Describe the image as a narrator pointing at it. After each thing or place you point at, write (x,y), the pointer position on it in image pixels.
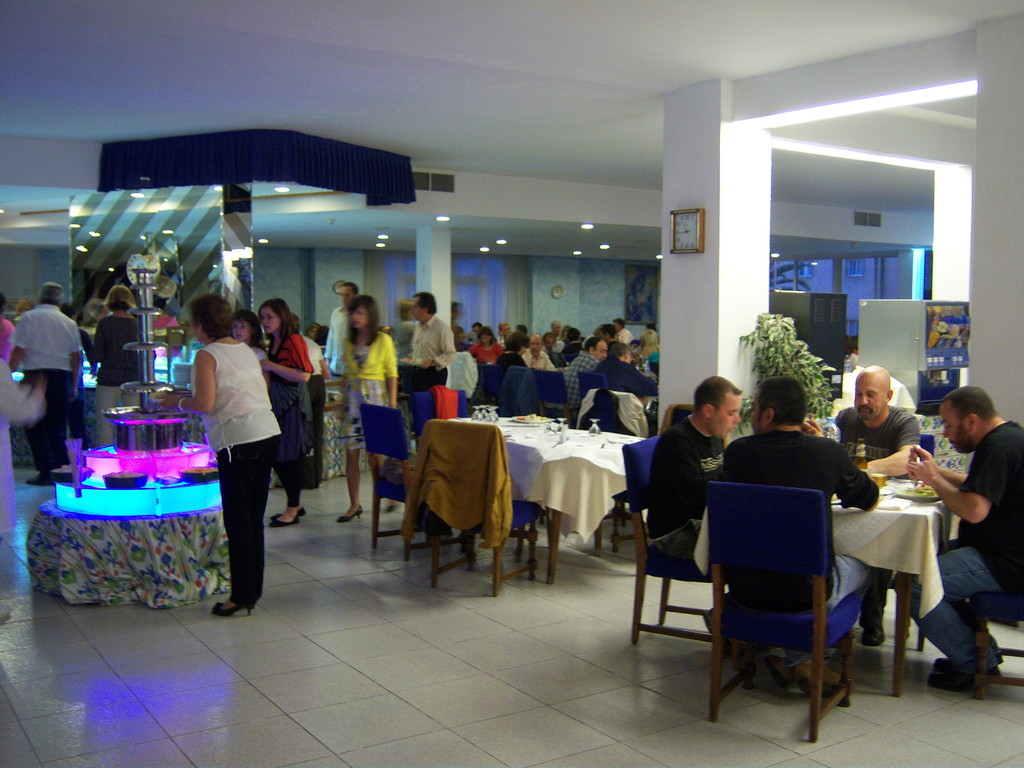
In this image I can see the group of people (802,483). Among them some people (1023,464) are sitting and some are standing. There is a clock (680,245) to the wall (675,299) and also a plant (770,340).
